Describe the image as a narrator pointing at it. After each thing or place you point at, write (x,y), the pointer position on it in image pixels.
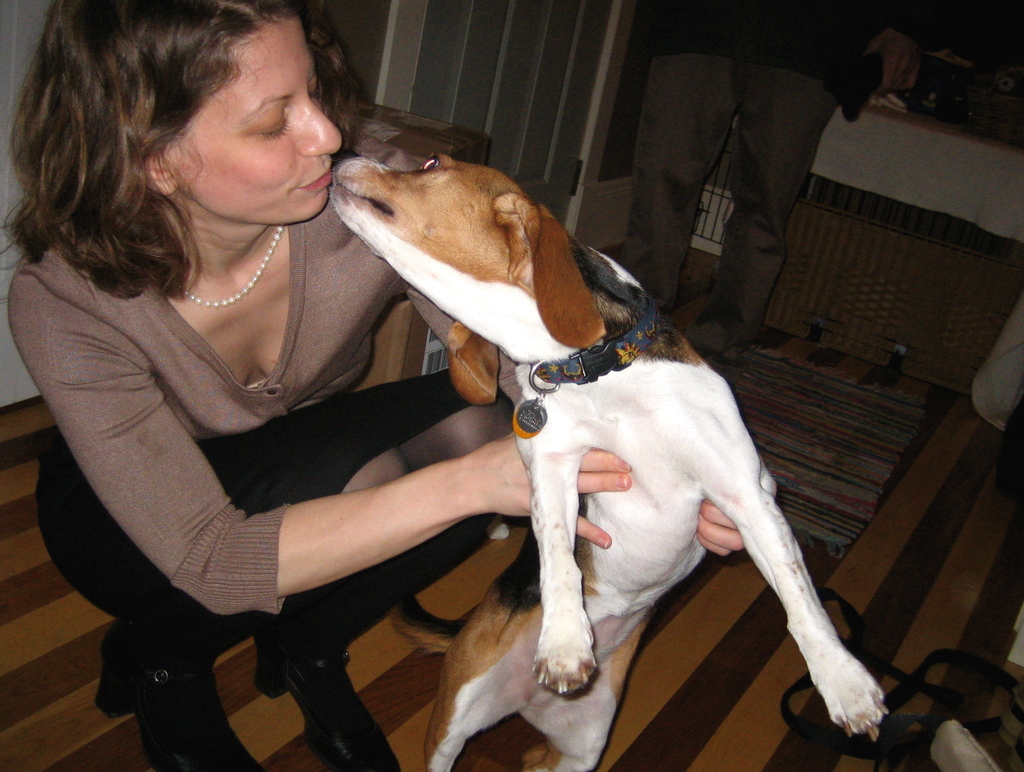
This is the woman (304,485) sitting in squat position and holding a dog (594,624). I think this is a dog belt (596,362), which is around its neck (622,306). Here is a person (775,75) standing. This looks like a floor mat (880,482). I can see a table (920,119) with few objects (947,56) on it. This looks like a wooden door (533,86). At the bottom right corner of the image (904,723), that looks like a bag (976,750), which is on the floor (921,600).
